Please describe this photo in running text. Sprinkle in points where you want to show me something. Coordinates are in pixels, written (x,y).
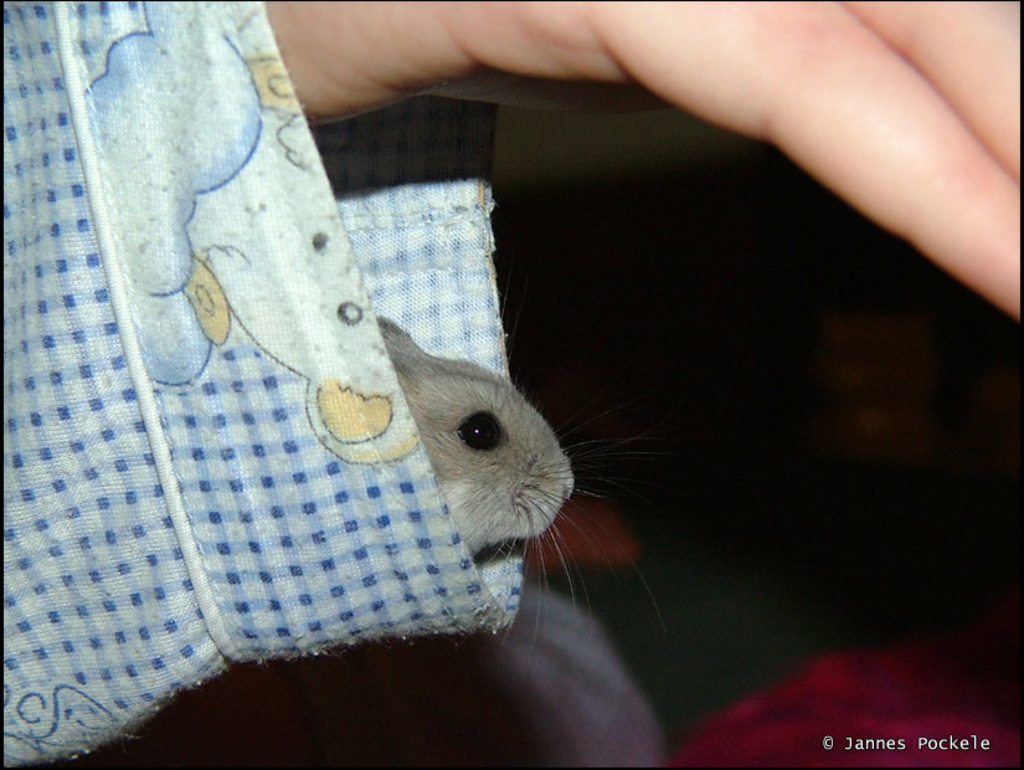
Here we can see a person hand (642,22) and there is a rat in the sleeve (350,384) of the person hand (851,30). In the background (608,601) the image is not clear but we can see objects (740,767).
